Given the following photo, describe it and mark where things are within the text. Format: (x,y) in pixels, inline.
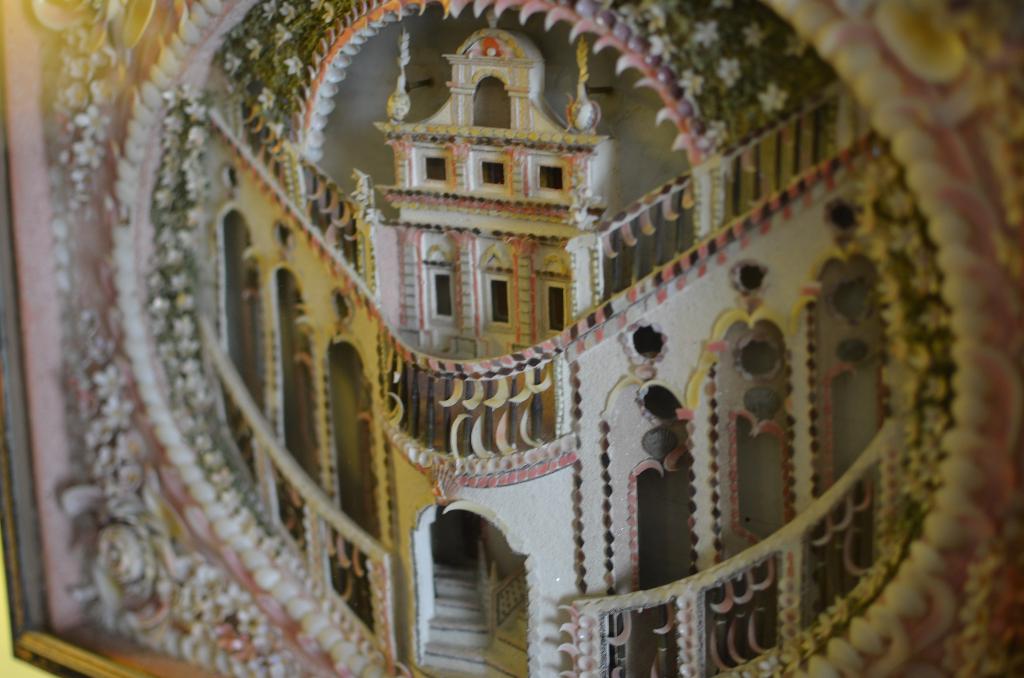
This is a photo frame. In this picture we can see building (475,447), stairs (463,594), wall (527,529), windows (489,293).
